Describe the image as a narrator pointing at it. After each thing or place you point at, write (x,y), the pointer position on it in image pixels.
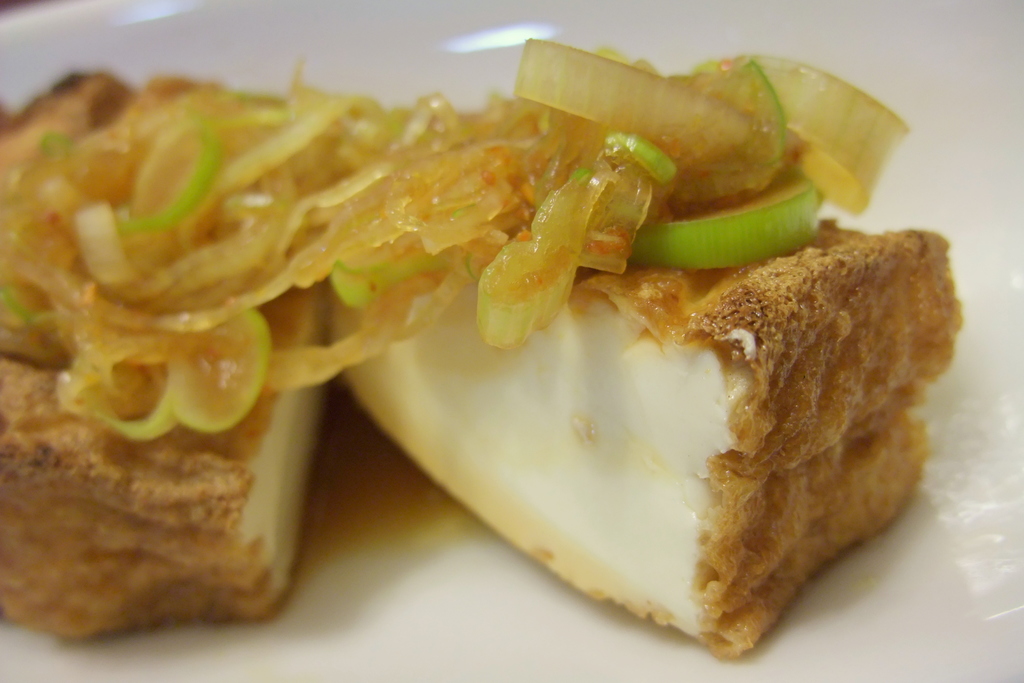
In this image we can see a plate (233,31) of food item (264,253).
